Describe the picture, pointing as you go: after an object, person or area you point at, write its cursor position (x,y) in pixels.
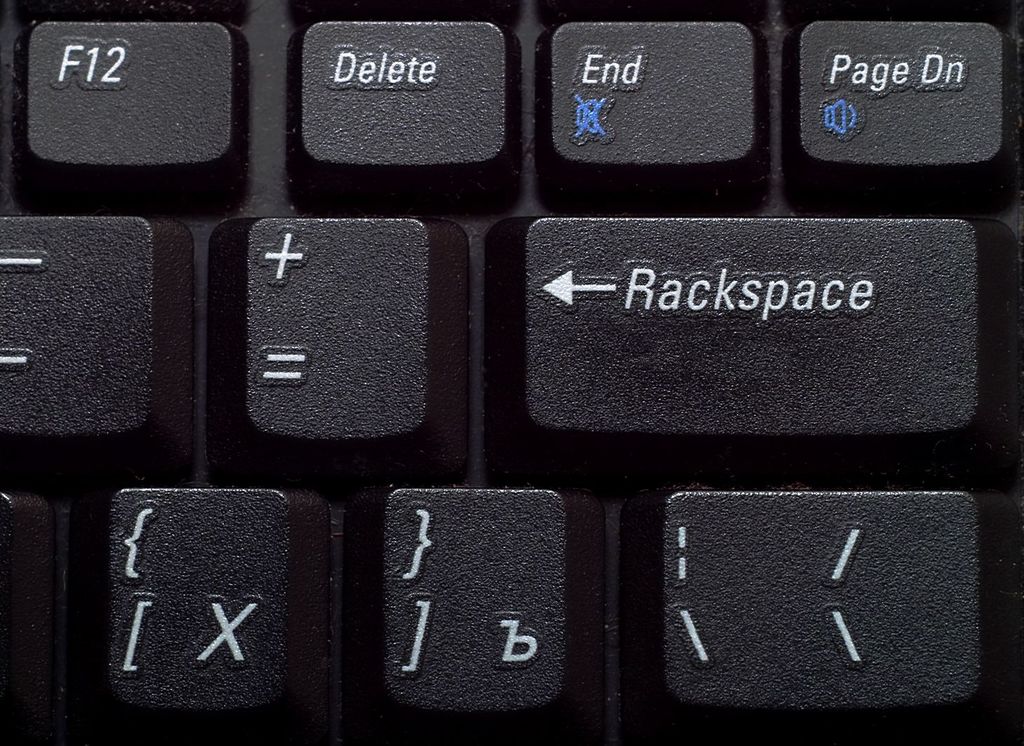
In this image, I can see the keys (437,417) with the words (877,82) and symbols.
